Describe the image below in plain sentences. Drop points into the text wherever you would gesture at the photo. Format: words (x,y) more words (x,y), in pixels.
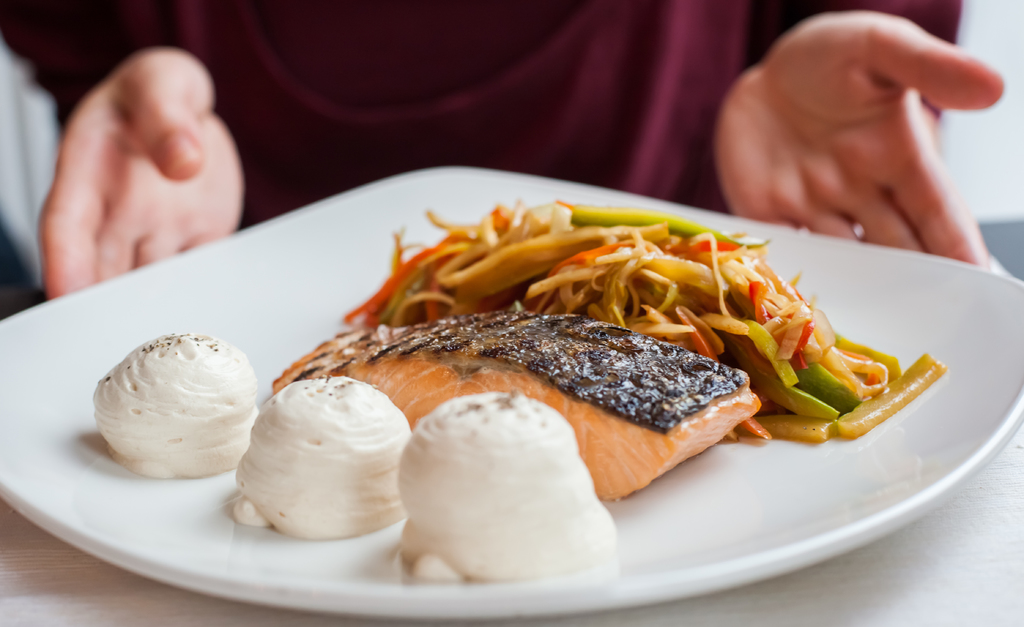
In this image I can see a person (526,91) behind a plate (245,293) which consists of some food items (462,380). This plate (262,409) is placed on a wooden surface (854,575).
